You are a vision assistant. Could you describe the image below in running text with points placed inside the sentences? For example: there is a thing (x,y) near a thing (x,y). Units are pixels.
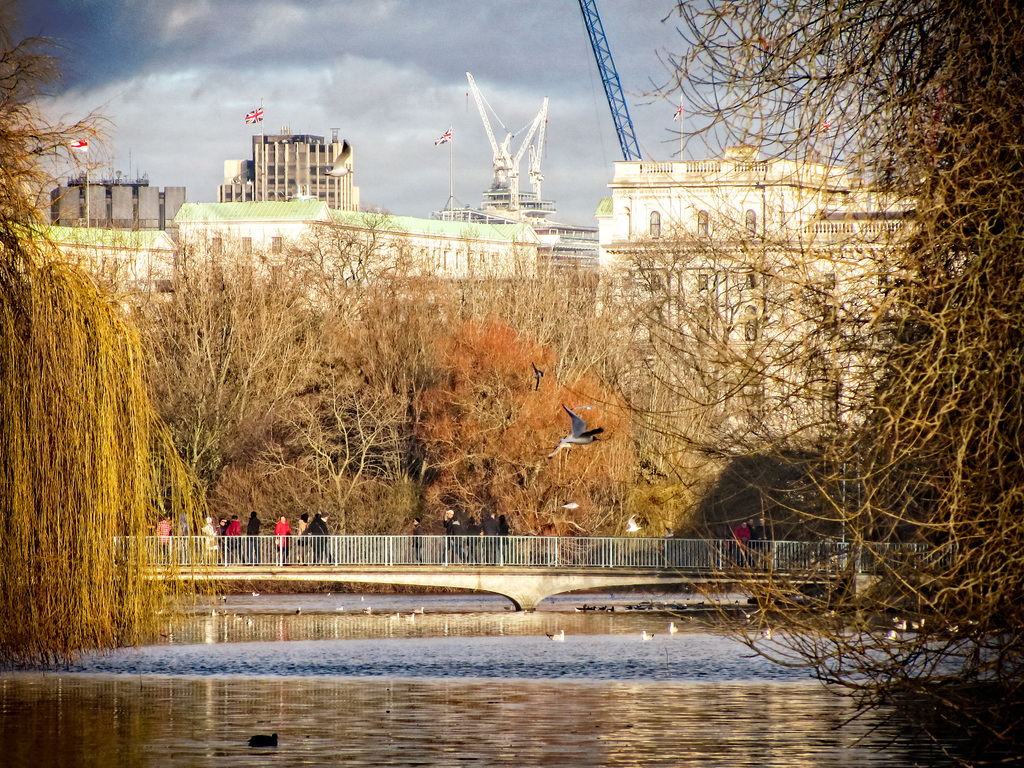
In this picture there is water (449,609) at the bottom side of the image (444,664) and there are people (468,523) on the bridge (439,574) at the bottom side of the image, there are trees (53,546) in the image and there are buildings (744,281) and towers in the background area of the image (733,252).
